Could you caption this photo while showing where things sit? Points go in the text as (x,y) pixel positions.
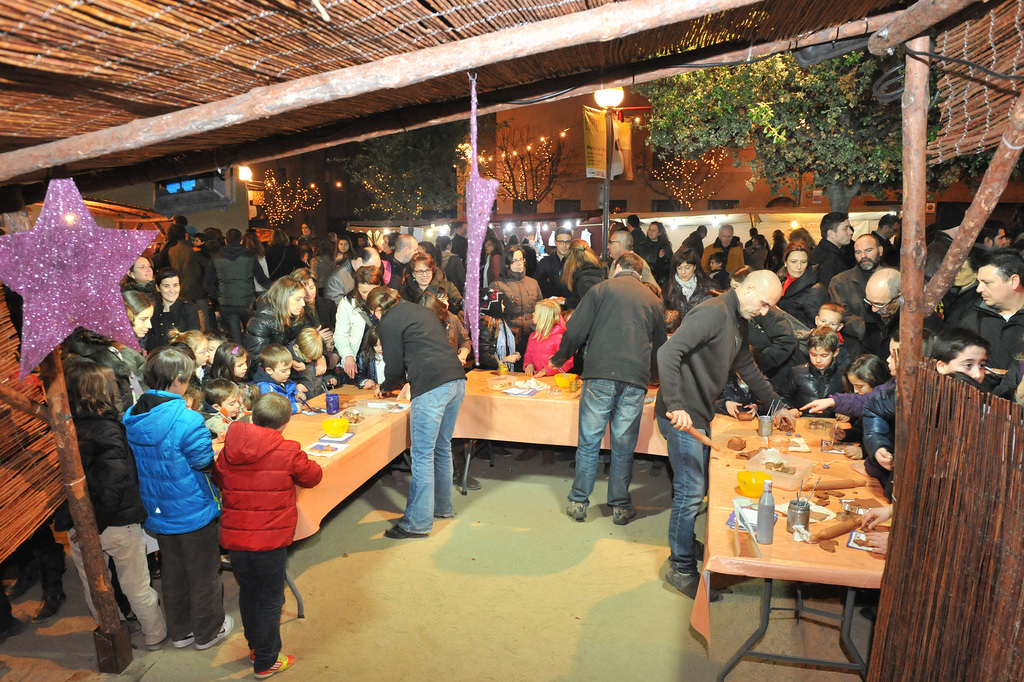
In the image it looks like some event is being conducted among the kids (237,493), the kids (283,450) were standing in front of the tables (795,495) and on the tables (307,429) there are different items (782,473) placed, around them there is huge crowd (612,245) and there is a shelter (322,43) above the people (405,350). In the background (576,125) there is a building (571,144) and in front of the building (723,186) there is a tree (776,118).
